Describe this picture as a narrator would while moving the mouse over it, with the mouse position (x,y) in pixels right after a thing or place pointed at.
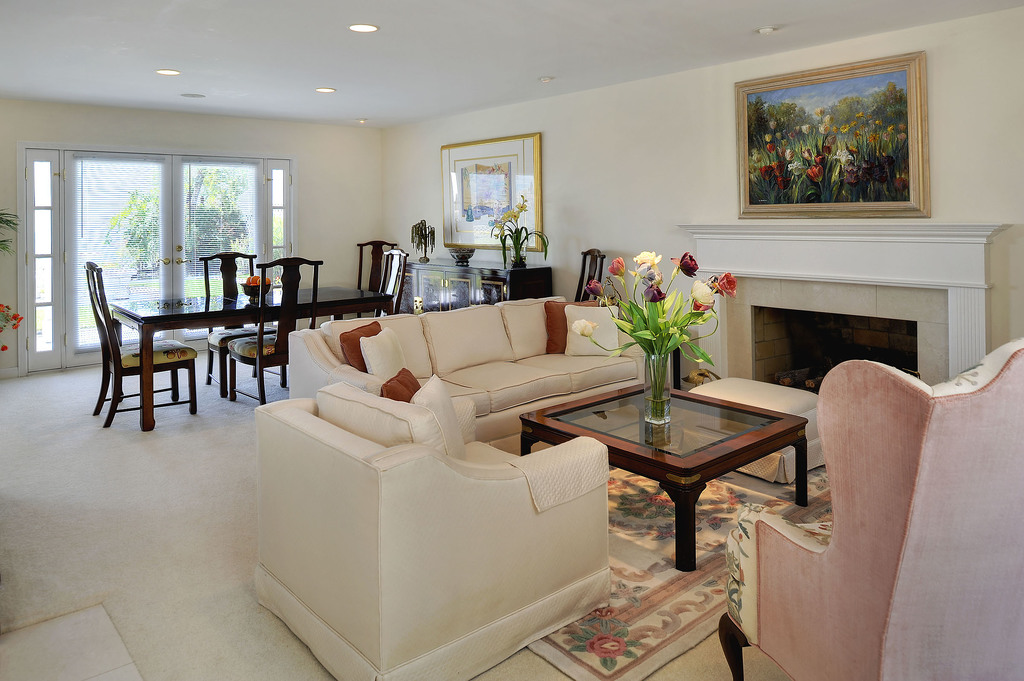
This looks like a living room (170,420). This is the white couch (456,377) with cushions (556,329) on it. This is the teapoy (689,431) with the flower vase (658,393). This is the dining table (186,309) with fruits bowl (257,291) and chairs (114,349). These are the photo frames (462,175) attached to the wall (669,161). This looks like a fireplace (872,320). These are the glass doors (165,243) with door handle (169,259).
